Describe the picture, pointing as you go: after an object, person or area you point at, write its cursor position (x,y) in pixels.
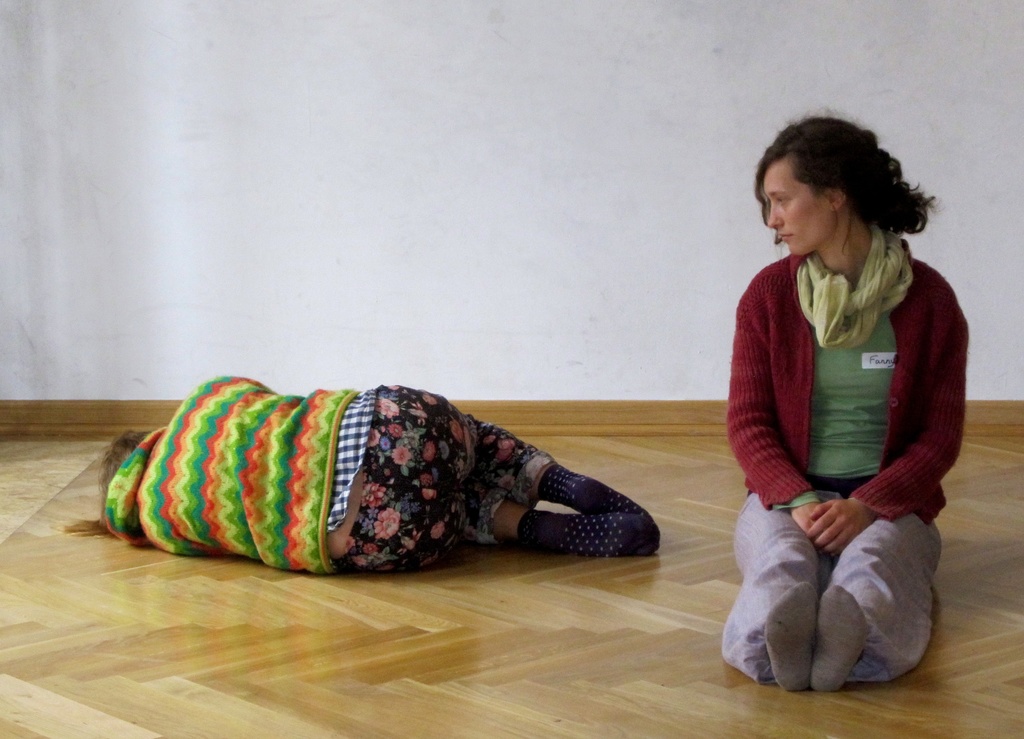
In this image there are two people (778,458), a wooden floor (710,589) and a wall (500,175). Among them one person (452,482) is lying on the wooden floor (683,606). Another person (879,164) wearing a jacket (803,373) and scarf (890,304).
